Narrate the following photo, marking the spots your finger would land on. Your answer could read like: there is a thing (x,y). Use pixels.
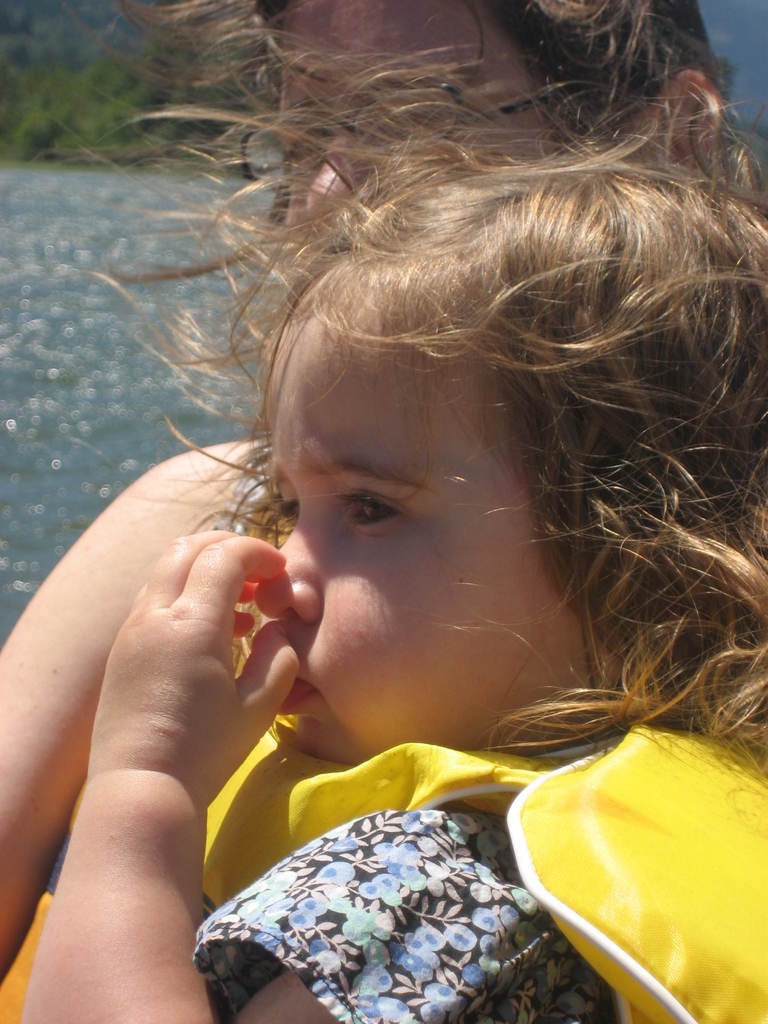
In this image we can see a lady (555,52) and a girl (526,694), girl (526,694) is wearing a life jacket (378,764), also we can see the water (45,421) and trees (110,98), the background (47,430) is blurred.
